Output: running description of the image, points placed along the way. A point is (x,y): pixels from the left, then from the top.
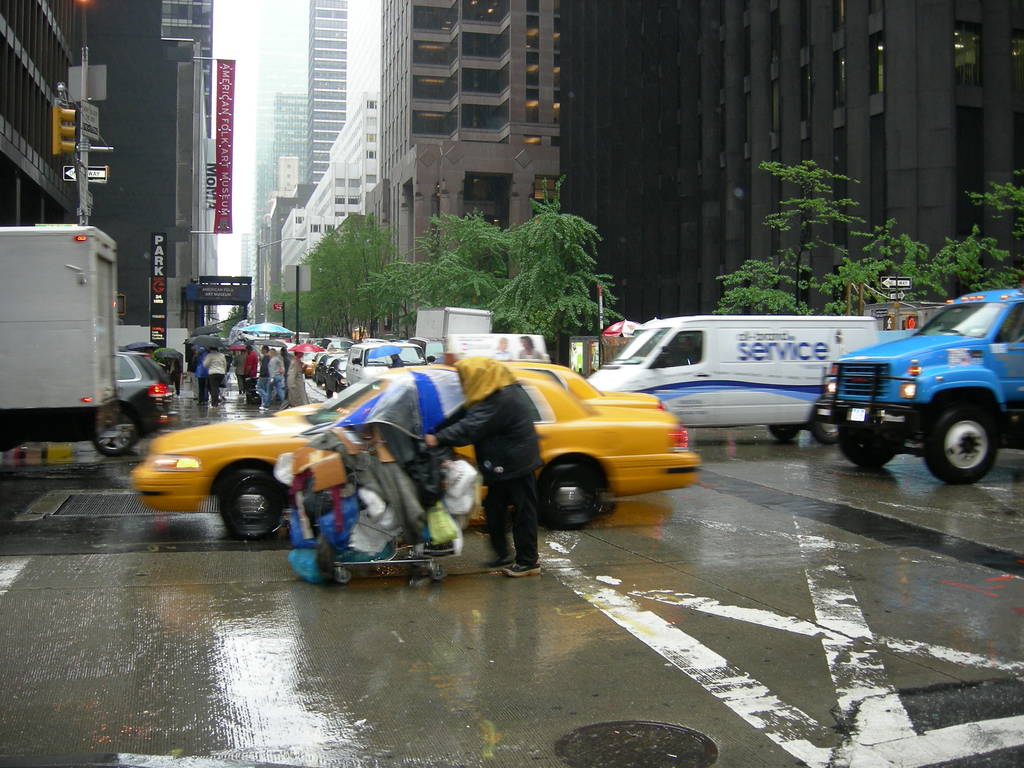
In this picture I can see vehicles (846,361) on the road (417,595), there are group of people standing and holding umbrellas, there are boards (216,204), poles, trees (328,246), buildings (724,217), and in the background (241,41) there is sky (240,19).
